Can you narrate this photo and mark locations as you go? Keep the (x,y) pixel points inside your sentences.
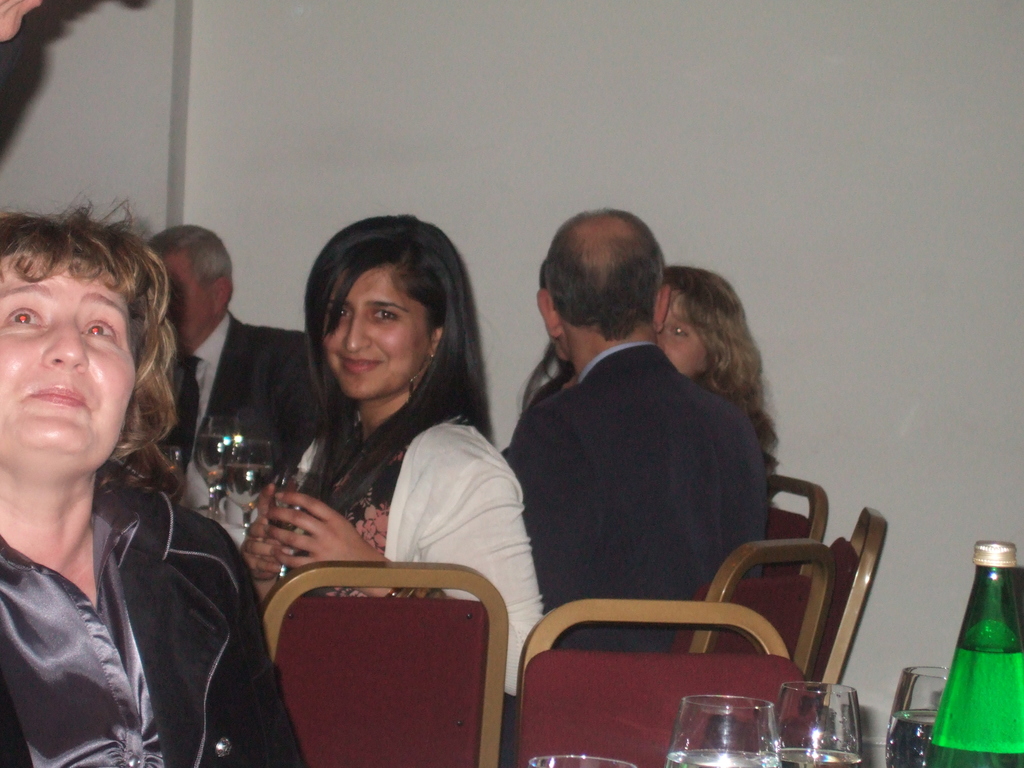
In this image i can see few persons (355,376) sitting on chair (443,570) there are few glasses (264,487) on a table (227,517) and a bottle (962,648) at the back ground (975,531) i can see a wall (928,321).
